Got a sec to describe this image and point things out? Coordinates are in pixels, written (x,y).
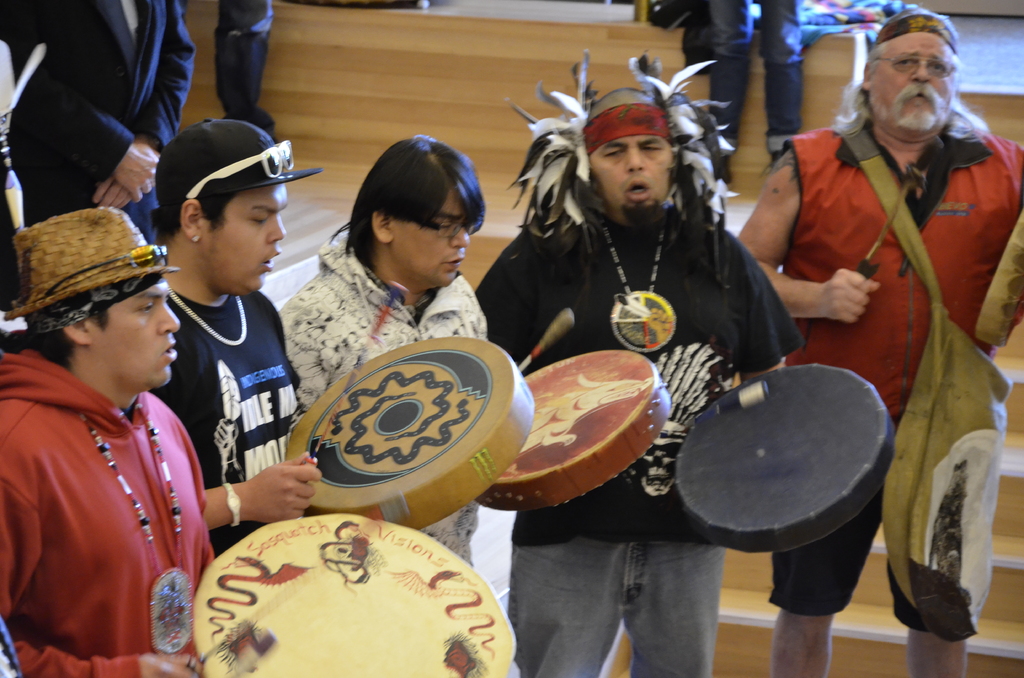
In this picture we can see some persons (851,353) are standing and playing some musical instruments (387,575). And he wear a hat (89,242). He is in red color jacket (112,570).
